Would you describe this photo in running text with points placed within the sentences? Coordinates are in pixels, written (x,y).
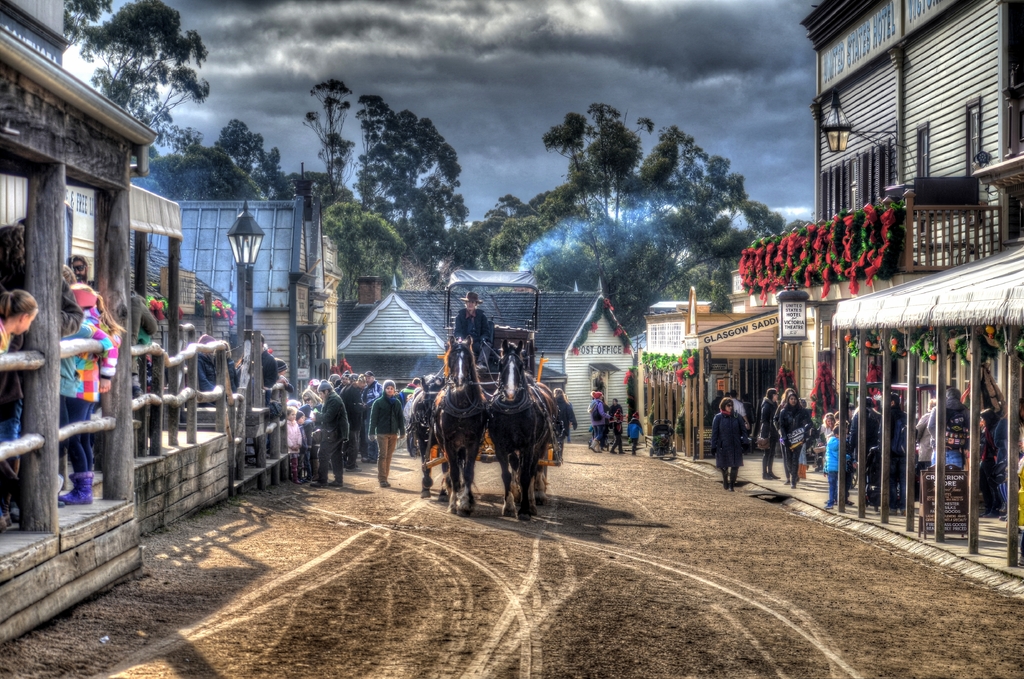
In this image in the middle (488,422), there are horses (503,458) and cart (524,339), on that cart (492,335) there is a person (482,331). On the right (838,369) there are buildings (827,301), some people (797,464), plants (811,266), trees (669,275), sky (774,185) and clouds (748,124). On the left (210,376) there are buildings (257,279), street lights (250,379), people (81,396), trees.
